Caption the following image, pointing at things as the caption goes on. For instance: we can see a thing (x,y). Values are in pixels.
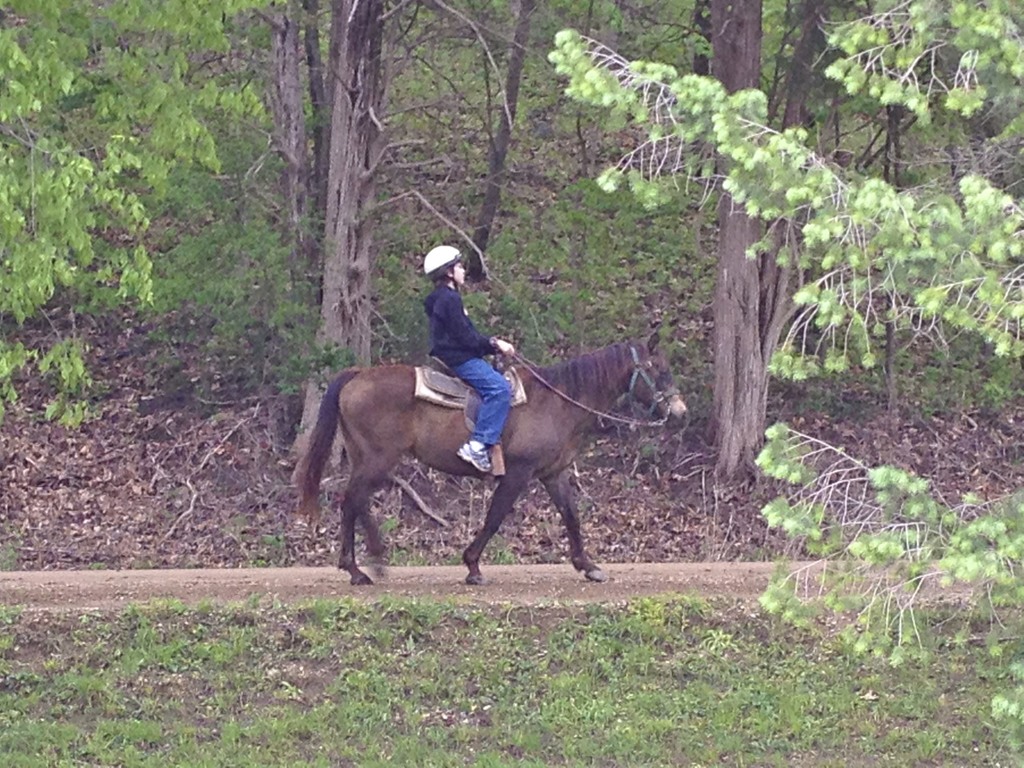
In this image I see the grass (642,694) over here and I see a person (462,321) who is sitting on this horse (553,408) and I see number of trees (553,28) and I see the path (360,592).
